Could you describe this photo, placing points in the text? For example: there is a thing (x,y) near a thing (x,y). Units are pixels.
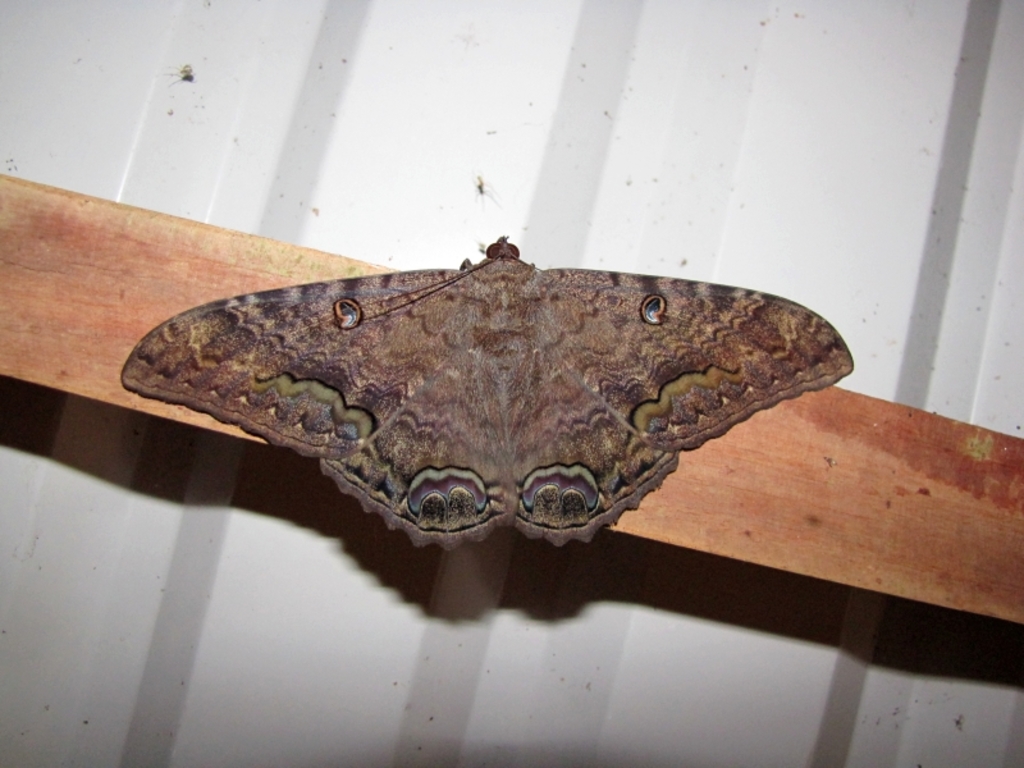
In the center of the image (527,392), we can see a butterfly (485,372) on the wood (711,450) and in the background (452,125), there is a sheet (310,111).
